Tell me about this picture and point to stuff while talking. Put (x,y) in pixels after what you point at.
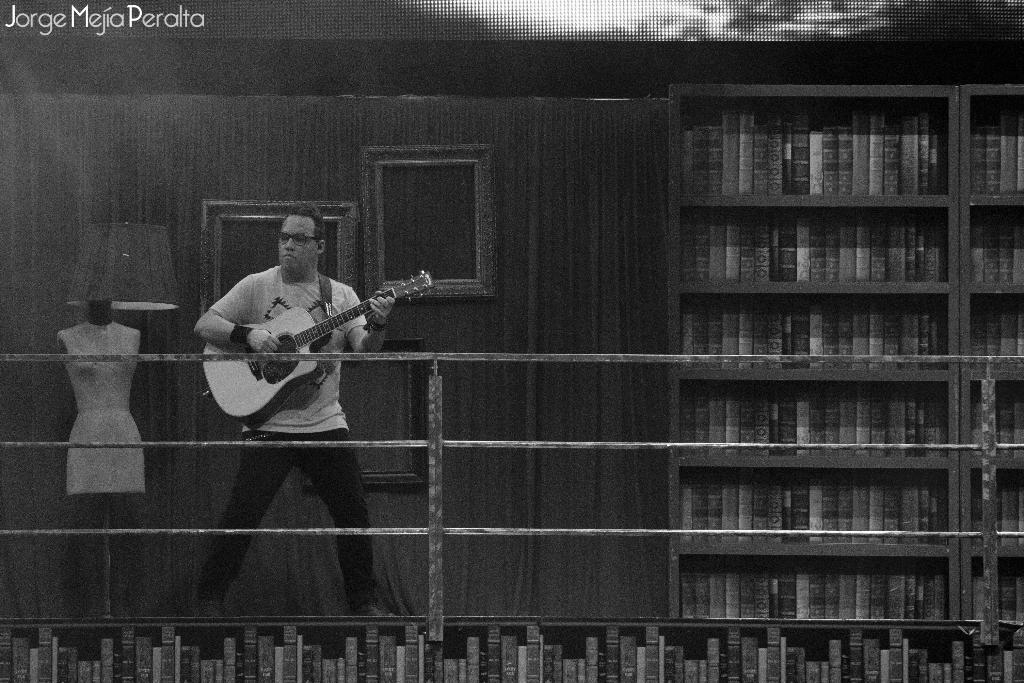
Here we can see that a person (315,268) is standing and playing guitar (282,371), at back (422,193) side we can see photo frames (364,176) on the wall (291,162), and at beside there is lamp (100,246), and at front there is fencing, and at side there are books (795,154) in the shelves (809,390).
